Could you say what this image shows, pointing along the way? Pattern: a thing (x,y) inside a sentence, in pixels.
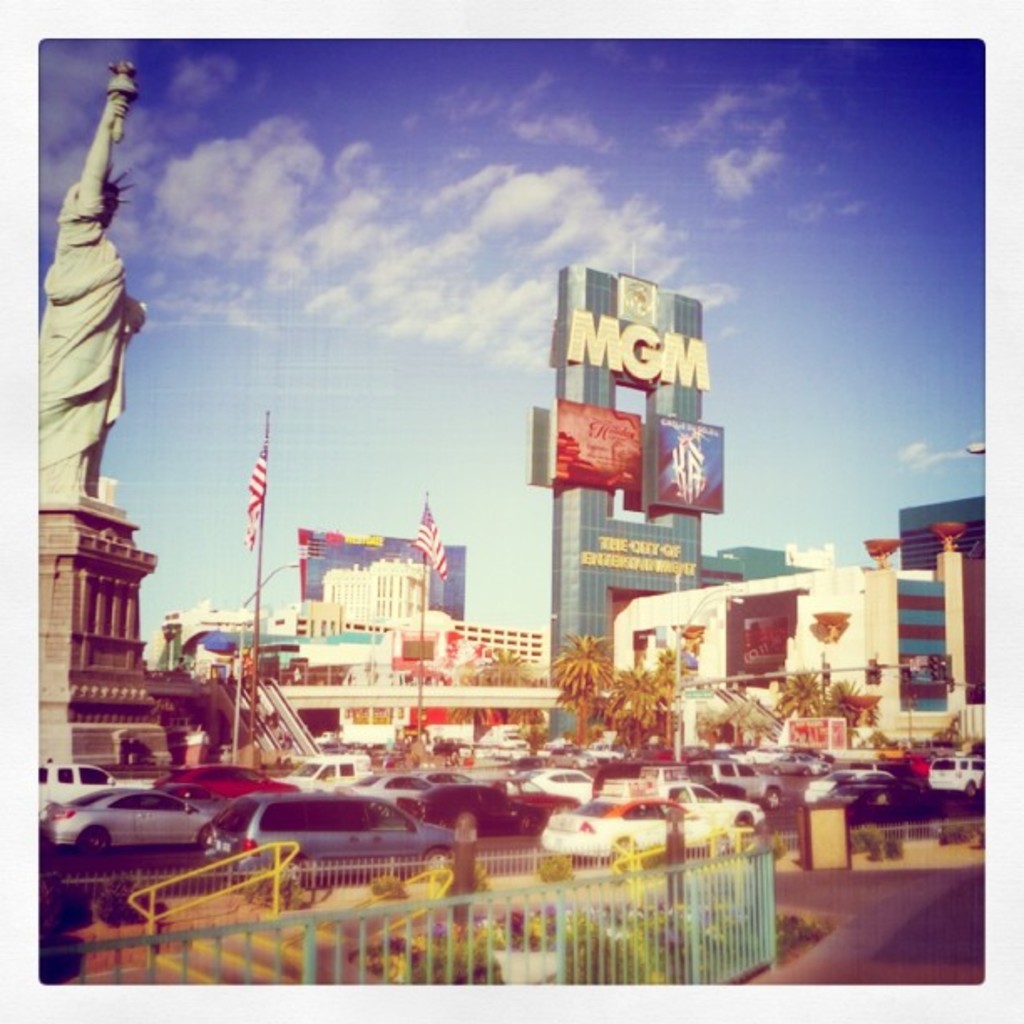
In this picture we can observe some cars (203,785) on the road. On the left side (76,411) we can observe a statue (57,296). There is a railing (736,895) in this picture. We can observe two flags (428,540). There are trees (496,670) and buildings (863,633). In the background (297,237) there is a sky (355,271) with some clouds (371,223).
